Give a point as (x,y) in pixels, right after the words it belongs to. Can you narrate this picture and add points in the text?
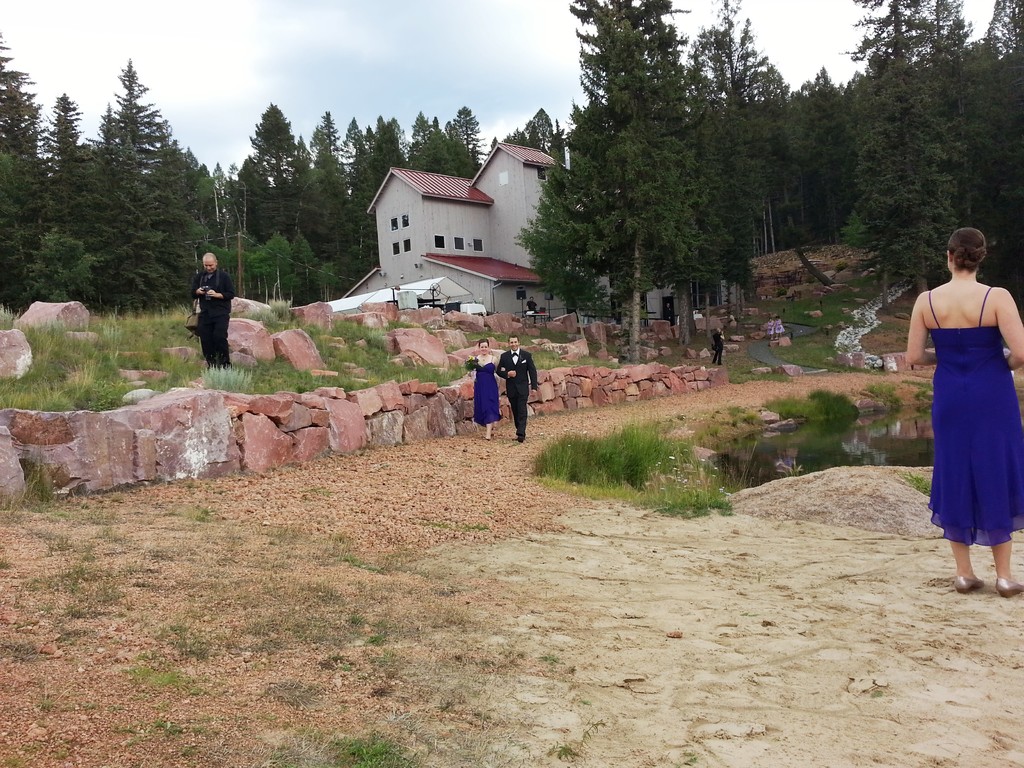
In this image we can see buildings (429,217), person (217,297) standing on the ground (663,542), stones (250,431), rocks (329,323), grass (637,464), walking path (816,380), trees (562,158), shed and sky (298,79) with clouds (297,90).
